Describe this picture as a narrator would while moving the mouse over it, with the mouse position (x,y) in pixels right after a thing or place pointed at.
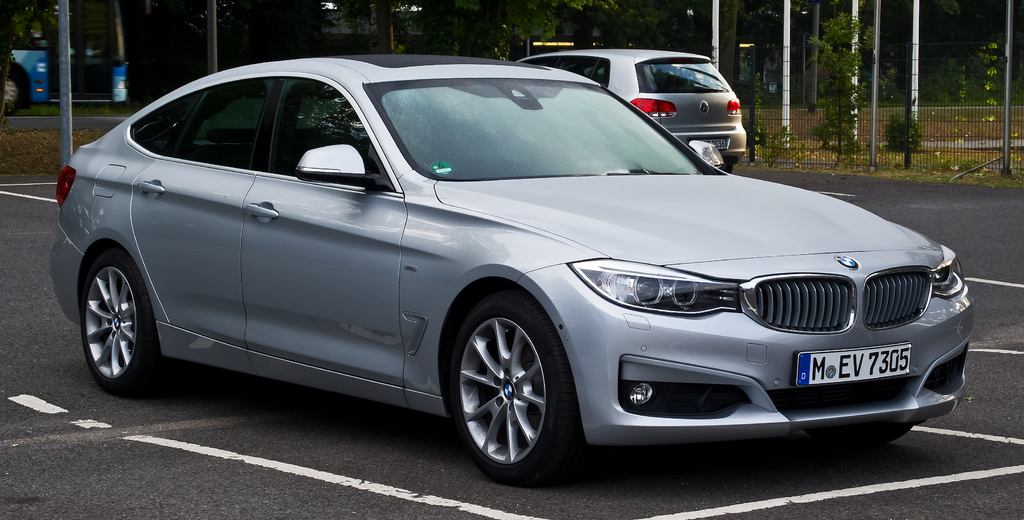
In this image, we can see vehicles (644,196) on the road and in the background (135,51), there are trees (249,25), poles (874,101) and we can see a fence (924,137) and some plants (845,112).
